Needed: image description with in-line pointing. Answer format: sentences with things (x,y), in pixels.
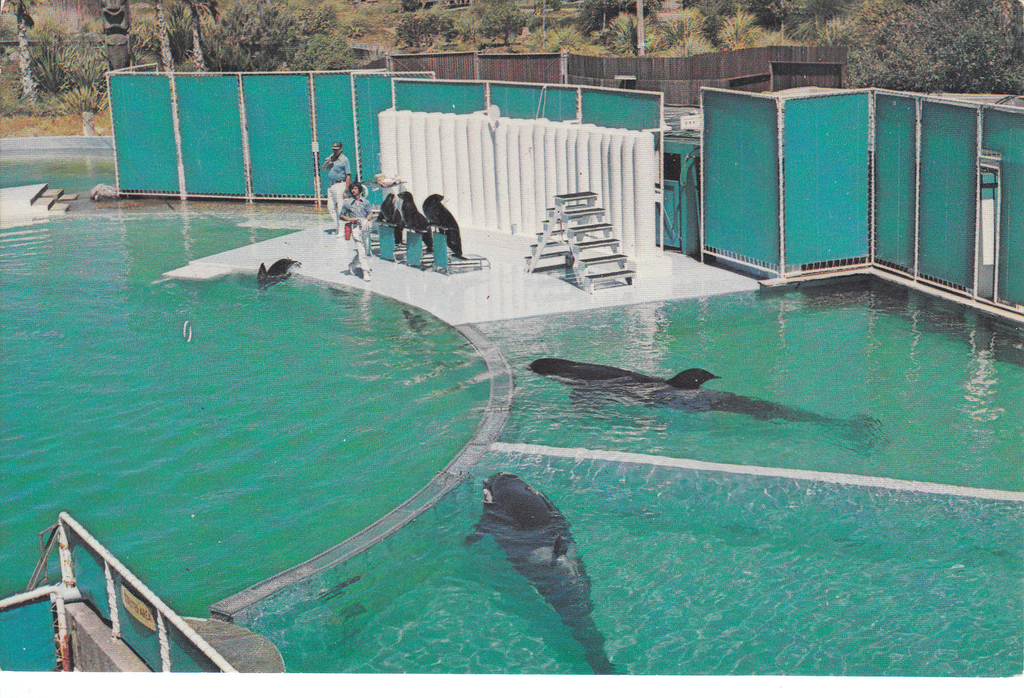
This is the picture of a pool (513,341) in which there are some animals (603,386) and to the side there is a path (512,251) on which there are some people (357,254), ladder (580,202), green fencing (962,199) and around there are some trees (870,59) and plants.
